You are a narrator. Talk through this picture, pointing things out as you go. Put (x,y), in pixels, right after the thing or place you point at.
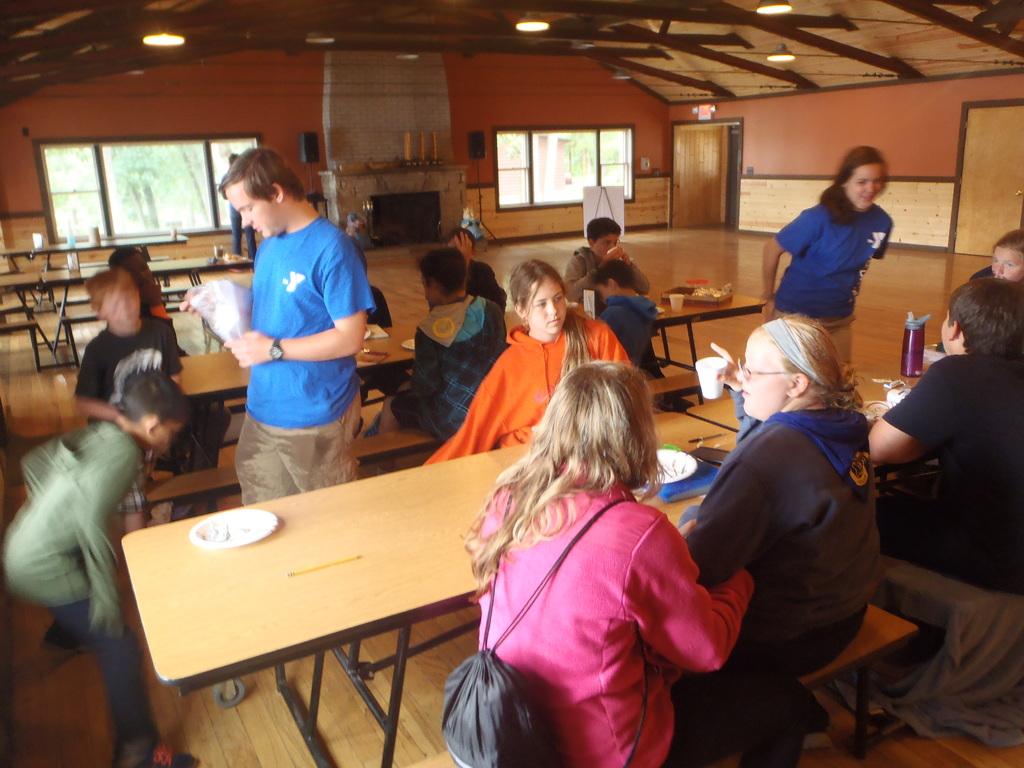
As we can see in the image there are few people (615,454), chairs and table (302,577). On table (279,524) there are plate (250,524) and glasses (703,378).
